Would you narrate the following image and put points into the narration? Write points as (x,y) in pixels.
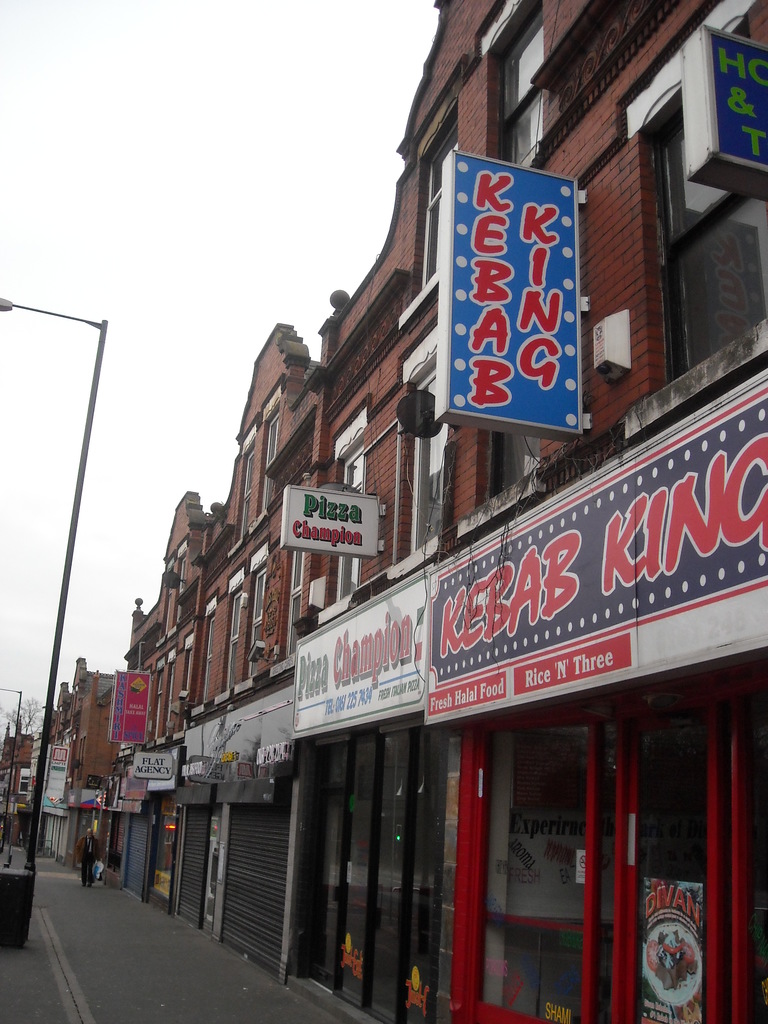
In this image in the right (649,798) there are many buildings (591,853) and hoardings (548,376). In the left (33,888) there are street lights (44,770). This is a path (78,898). There is a person (97,848). The sky (177,194) is cloudy.
